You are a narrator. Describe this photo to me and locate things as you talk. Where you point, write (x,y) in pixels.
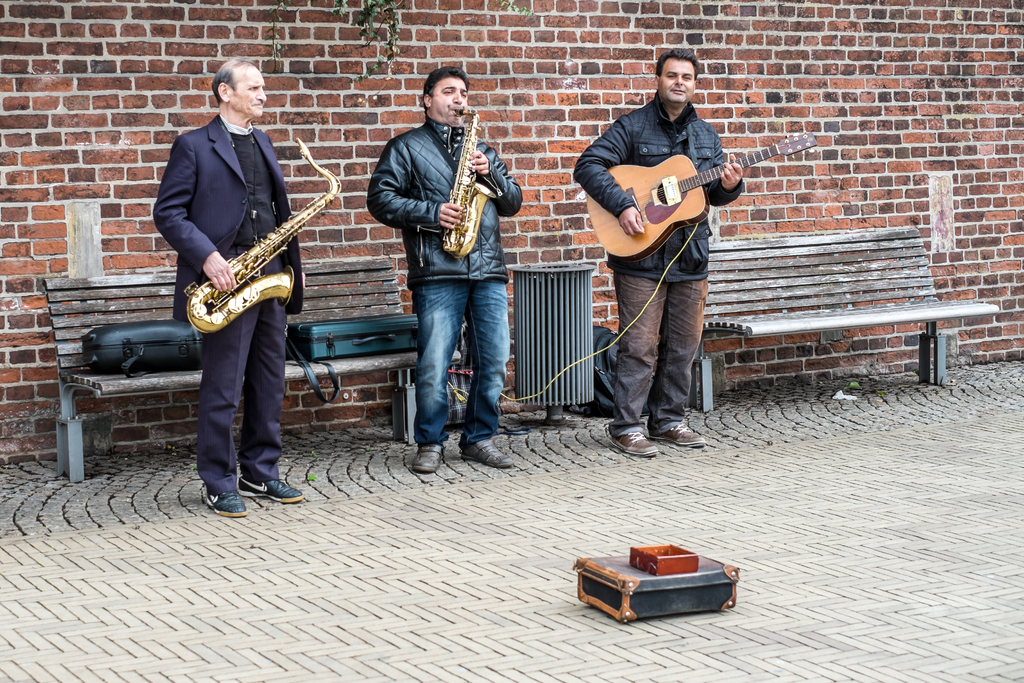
3 people (265,234) are standing. the person (636,418) at the right (683,99) is playing guitar (646,195). the person (449,121) in the center (461,237) is playing saxophone (462,231). the person (234,185) at the left (229,183) is wearing a suit (232,206) and holding a saxophone (251,269) in his hand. behind them there are 2 benches (839,285). on the left bench (312,366) there are 2 briefcases (316,340). behind them there is a brick wall (839,74). on the front (660,583) there is a box (618,591).
